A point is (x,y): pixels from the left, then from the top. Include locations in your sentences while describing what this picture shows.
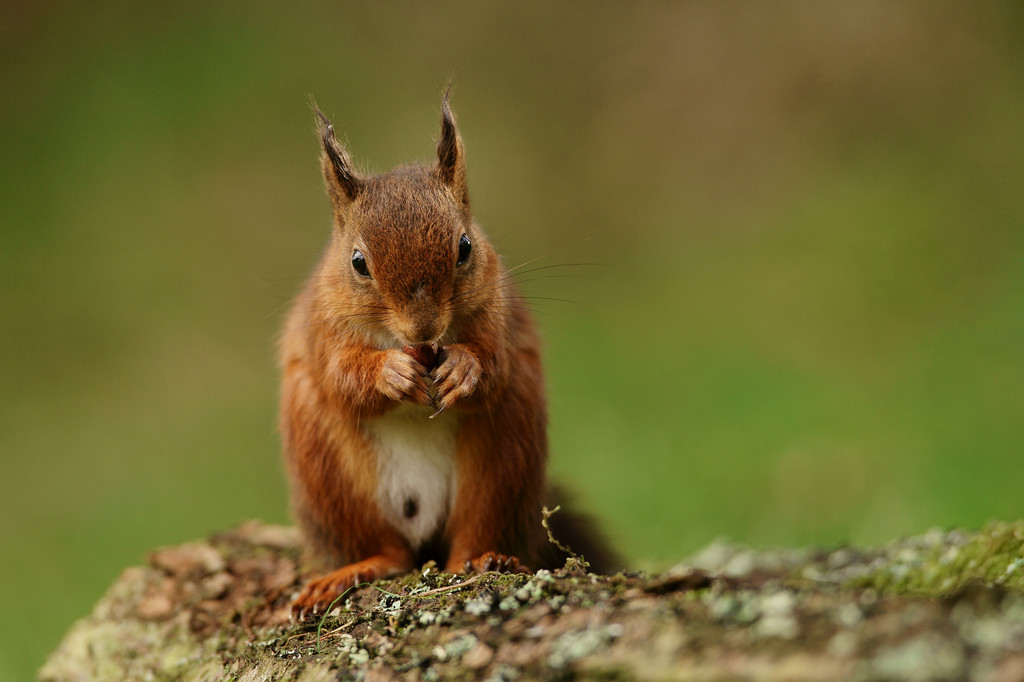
In the image there is a brown squirrel (349,382) holding a nut (426,350), standing on a rock (443,622) and the background (76,501) is blurry.
